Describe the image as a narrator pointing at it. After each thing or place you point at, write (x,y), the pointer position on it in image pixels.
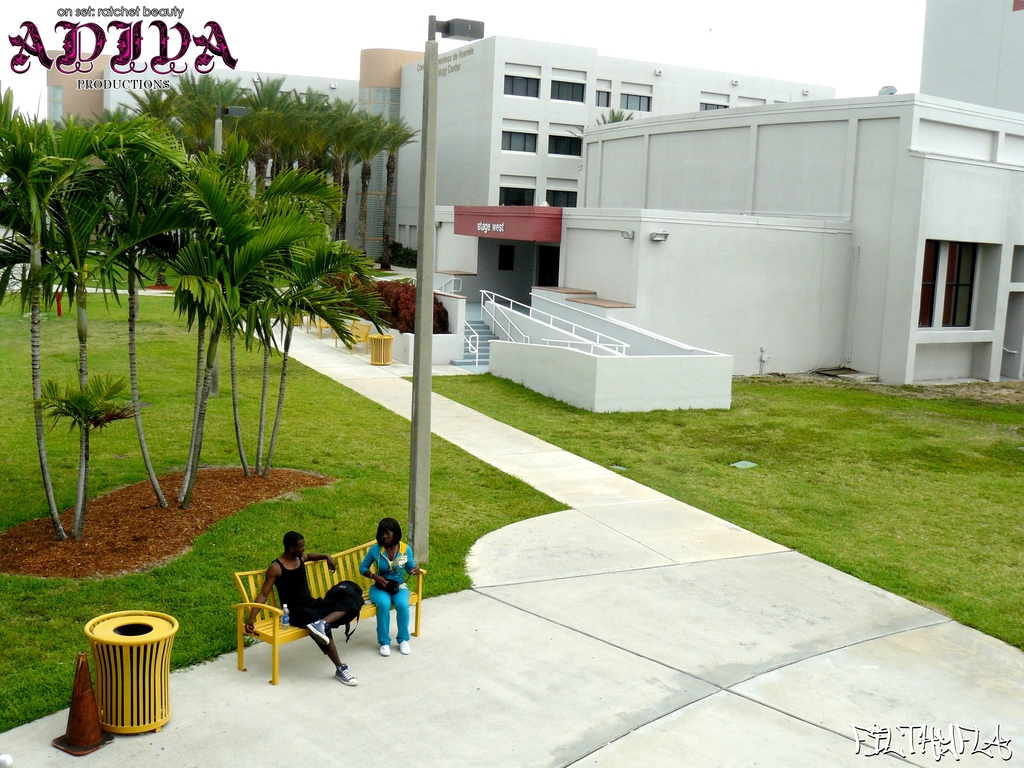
On the left side of the image (238,606) we can see one bench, pole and one yellow color object (131,708). On the bench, we can see one water bottle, bag (347,585) and two persons (380,576) are sitting. At the bottom right side of the image (961,749), we can see some text (961,736). In the background (679,44), we can see the sky (41,110), clouds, buildings (474,232), fences (532,305), trees (233,380), grass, one pole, some text (487,224) on the buildings (475,196) and a few other objects (441,303). At the top left side of the image (76,66), we can see some text (82,27).
